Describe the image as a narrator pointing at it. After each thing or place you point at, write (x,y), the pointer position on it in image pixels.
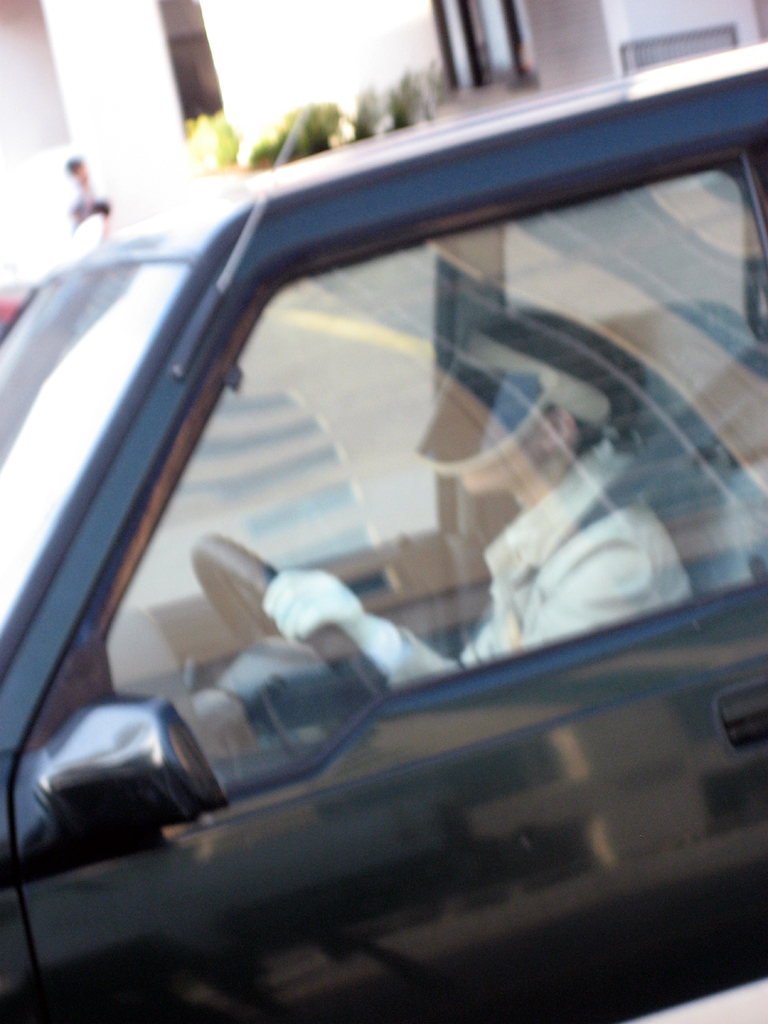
In this picture we can see a person (455,438) is seated in the car (331,695), in the background (128,140) we can find few plants (302,148) and a building (393,63).
